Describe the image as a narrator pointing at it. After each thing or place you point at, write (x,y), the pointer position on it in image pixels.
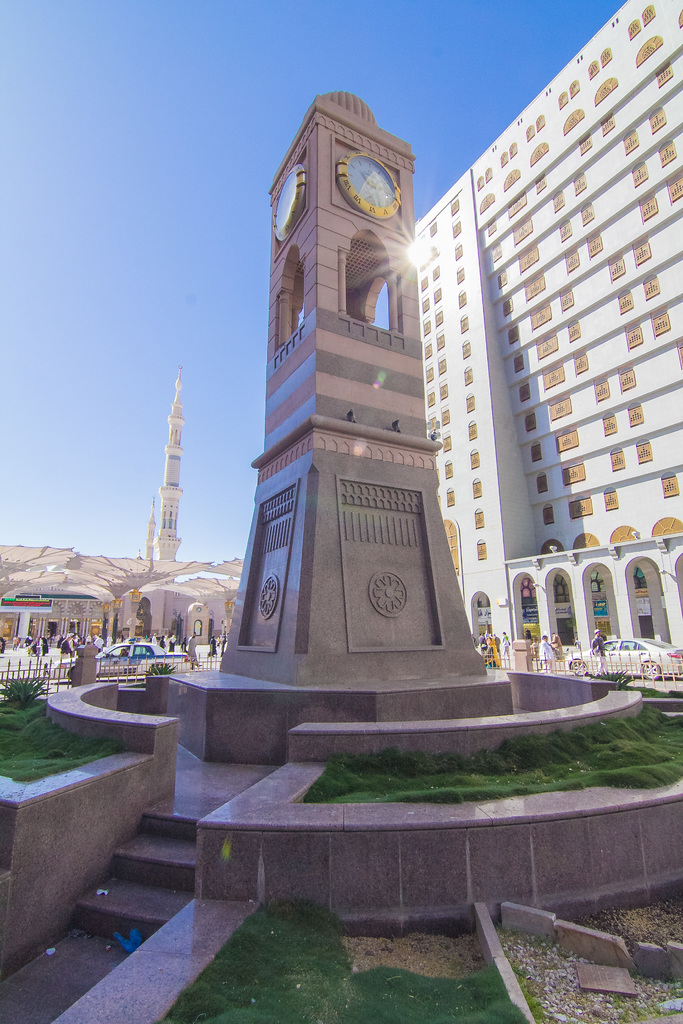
In the middle (404,540) it is a structure (402,177) which has clock (366,184) in it. In the right side (468,469) it is a very big building (512,357).
